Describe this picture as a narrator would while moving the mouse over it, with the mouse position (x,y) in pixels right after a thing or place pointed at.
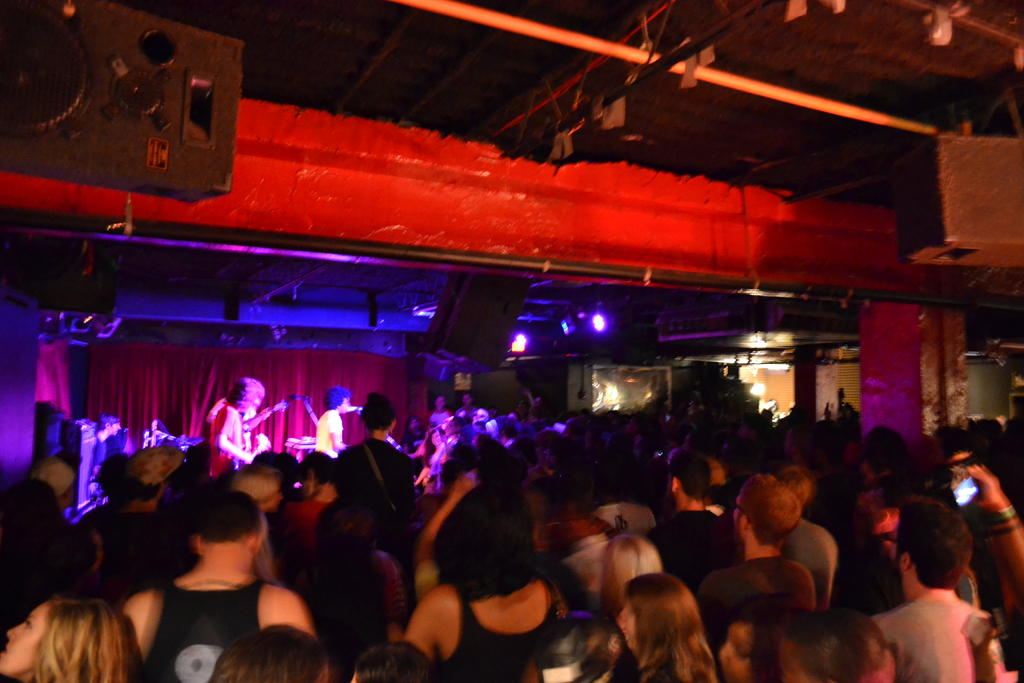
In the center of the image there are persons (237,446) performing on dais (326,443). At the bottom of the image (590,494) there is a crowd (610,593). At the top of the image (237,119) there is a speaker (59,147) and lights (610,110). In the background (142,354) we can see curtain (161,354) and lights (596,317).
